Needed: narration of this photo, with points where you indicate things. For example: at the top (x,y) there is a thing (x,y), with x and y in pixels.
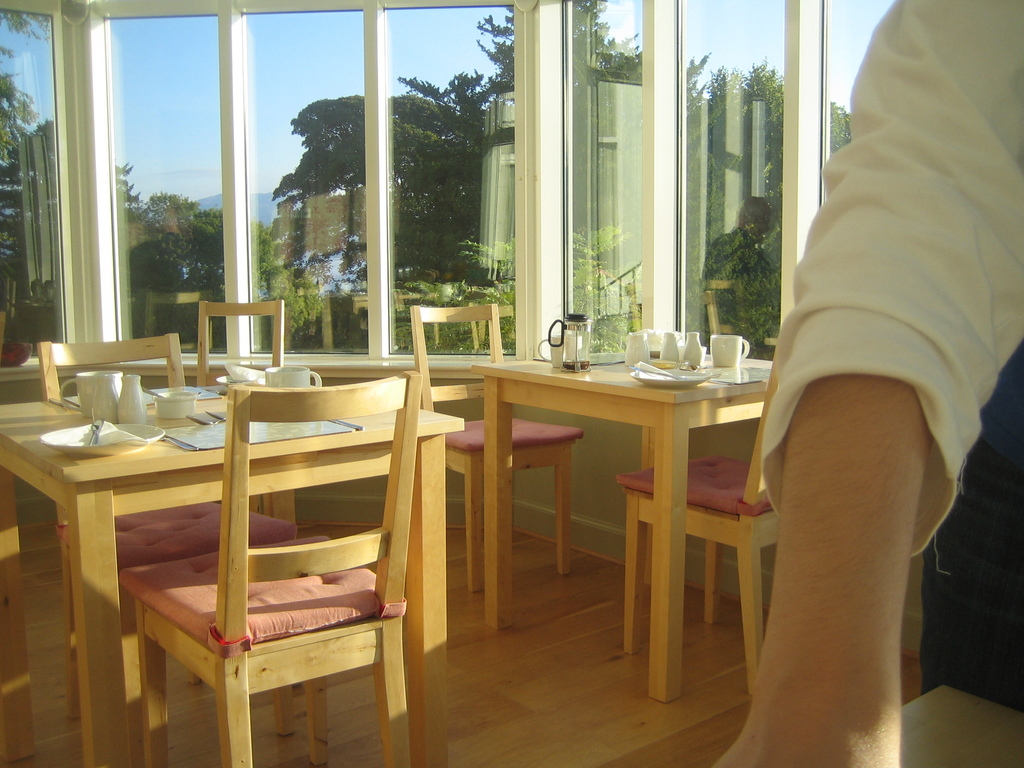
There is one person (845,423) present on the right side of this image (895,500). There are two tables (183,495) and some chairs (289,561) are present at the bottom of this image (378,549). There are some plates (685,372) and cups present on the table (588,397). There is a glass window (396,268) at the top of this image (388,195). There are some trees (278,203) present in the background (415,218).
